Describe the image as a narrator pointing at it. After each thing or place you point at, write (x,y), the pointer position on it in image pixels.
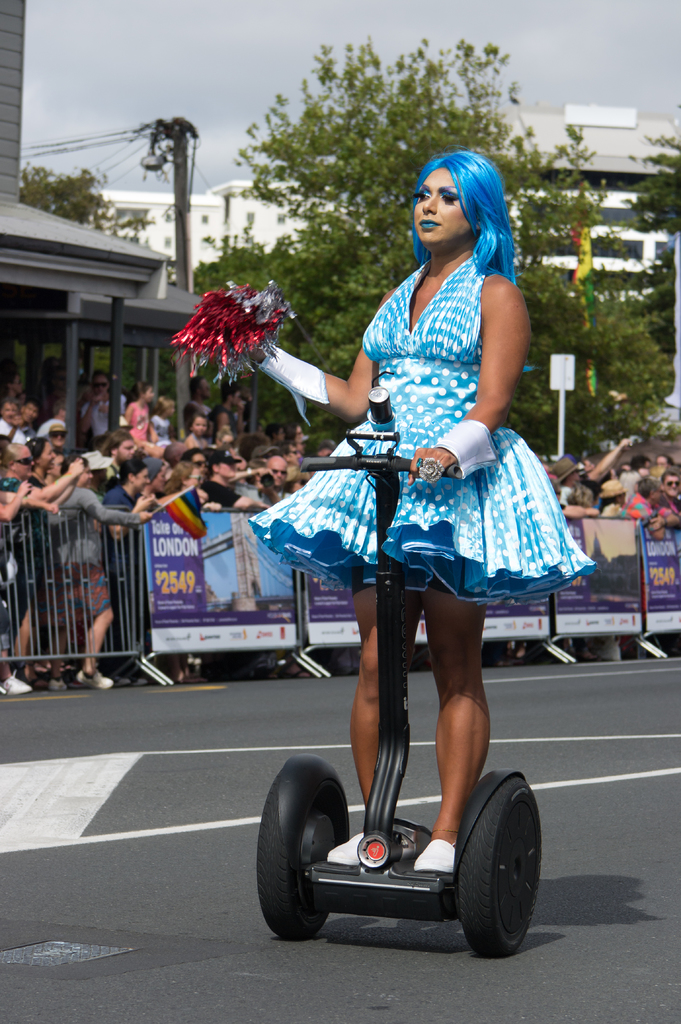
In the image there is a lady (430,463) with a blue frock (382,334) is standing on the segway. Behind her there are fencing rods (32,658) with posters (225,589). Behind them there are many people (142,435) standing and there are buildings (50,251) with walls (2,69) and pillars (120,303). There is a pole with electrical wires (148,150) and also there are trees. At the top of the image (119,96) there is a sky (208,49).
